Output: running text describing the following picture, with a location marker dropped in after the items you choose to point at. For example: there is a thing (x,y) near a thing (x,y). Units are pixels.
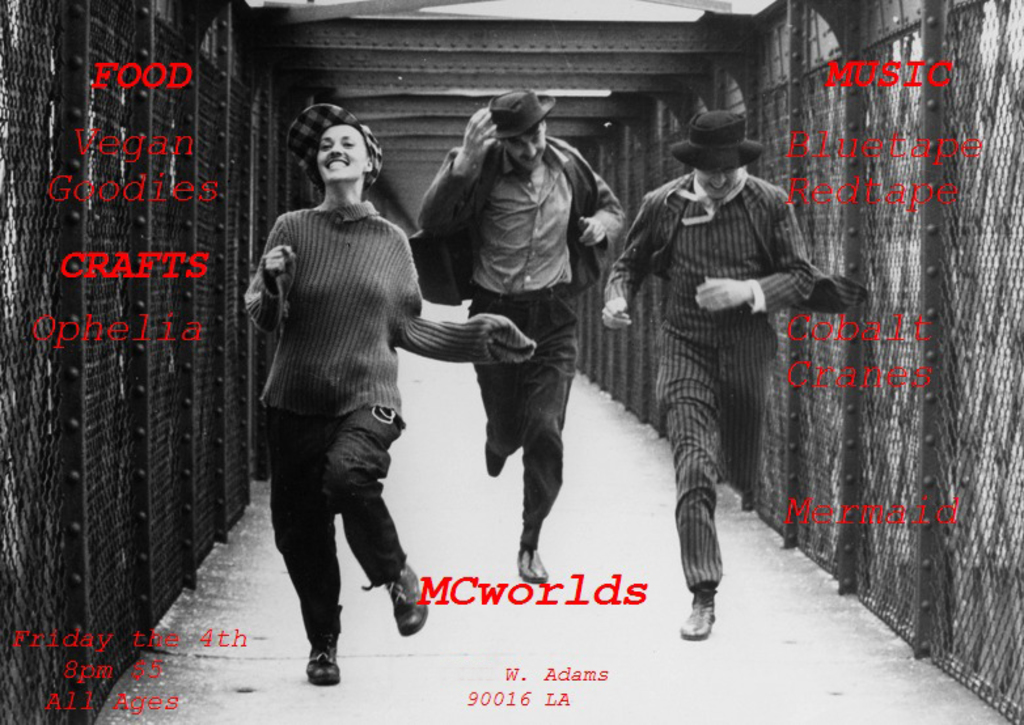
In this picture there are people (542,317) running on the bridge (385,605) and we can see meshes (158,347) and text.
